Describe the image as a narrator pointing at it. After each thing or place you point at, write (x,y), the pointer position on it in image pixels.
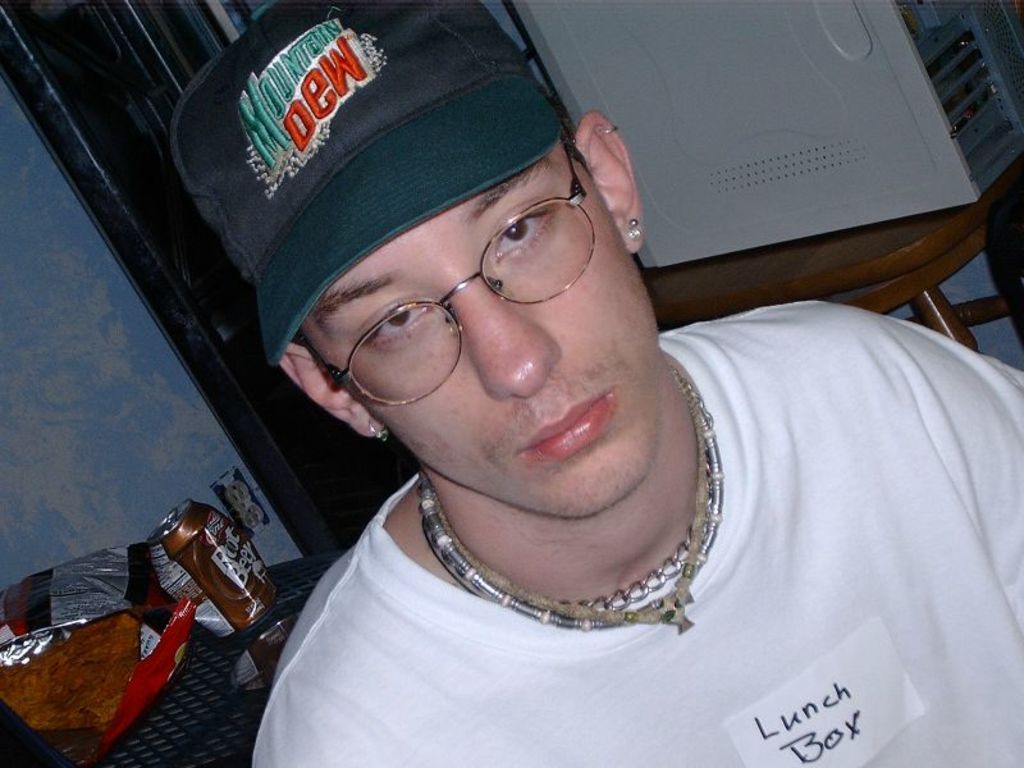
The man (480,335) in front of the picture wearing a white T-shirt (821,437) is looking at the camera. He is wearing a cap (388,222) and the spectacles (433,358). Behind him, we see a table (234,647) on which root beer can (185,557), chips packet (140,650) and some other things (197,619) are placed. On the right side (889,241), we see a chair (878,253) on which a white color thing (778,189) is placed. In the background (68,382), we see a wall (121,342) in blue and brown color.
